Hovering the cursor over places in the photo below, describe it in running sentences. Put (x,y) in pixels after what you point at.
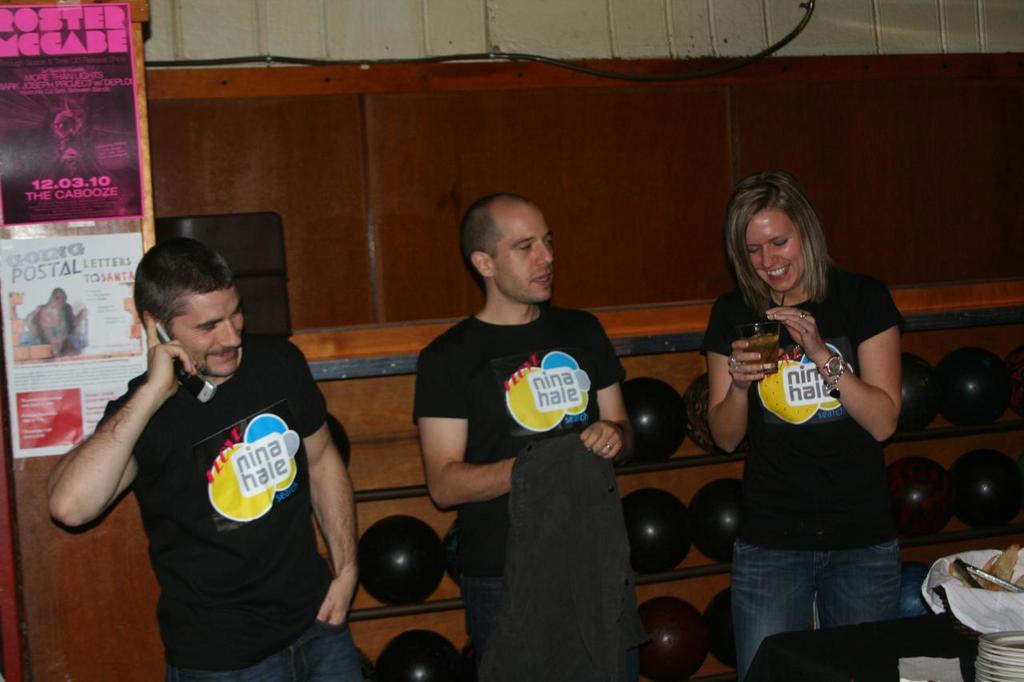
In this picture I can see three people (438,408) standing on the surface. I can see a person (173,403) holding mobile phone (183,371) on the left side (164,394). I can see a person (820,347) holding glass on the right side (782,314). I can see the plates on the table (909,629) on the right side (949,630). I can see posters (97,178) on the left side (29,159). I can see balls (979,480) in the background (697,634).
